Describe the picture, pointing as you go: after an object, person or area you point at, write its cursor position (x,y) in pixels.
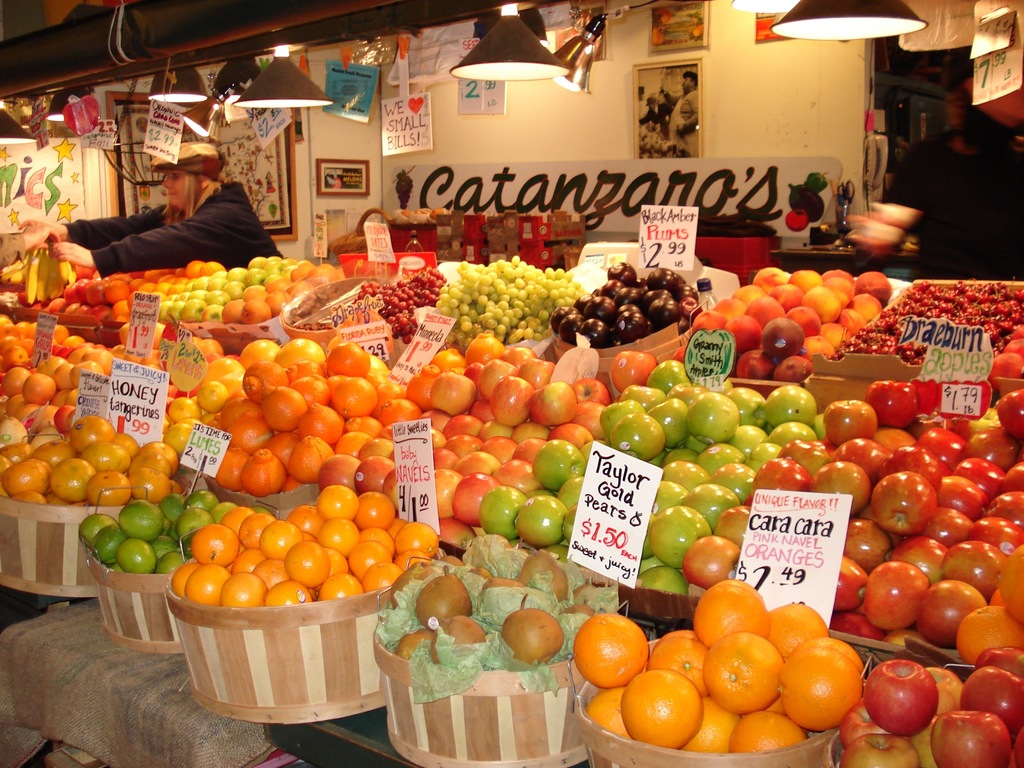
At the bottom of this image (619,550), there are fruits (215,397) with the cards (47,320) arranged in the wooden baskets (58,530), which are placed on a surface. In the background (209,221), there is a woman (211,222) holding bananas (26,261), there are lights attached to the roof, there are photo frames (670,24) and posters (417,100) attached to the wall (804,83) and there are other objects (405,210).
